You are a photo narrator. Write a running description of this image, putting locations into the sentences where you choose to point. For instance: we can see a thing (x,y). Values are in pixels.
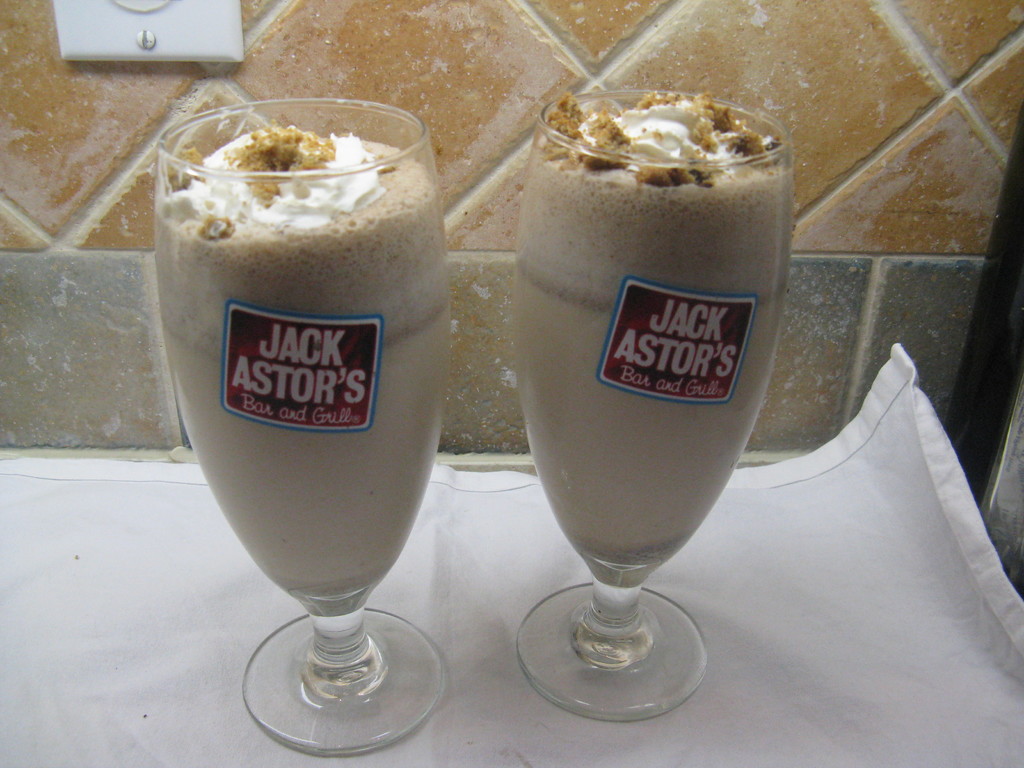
In this picture we have a chocolate milkshake (184,392) filled in 2 glasses (296,363) which are kept on a table cloth (741,496).
